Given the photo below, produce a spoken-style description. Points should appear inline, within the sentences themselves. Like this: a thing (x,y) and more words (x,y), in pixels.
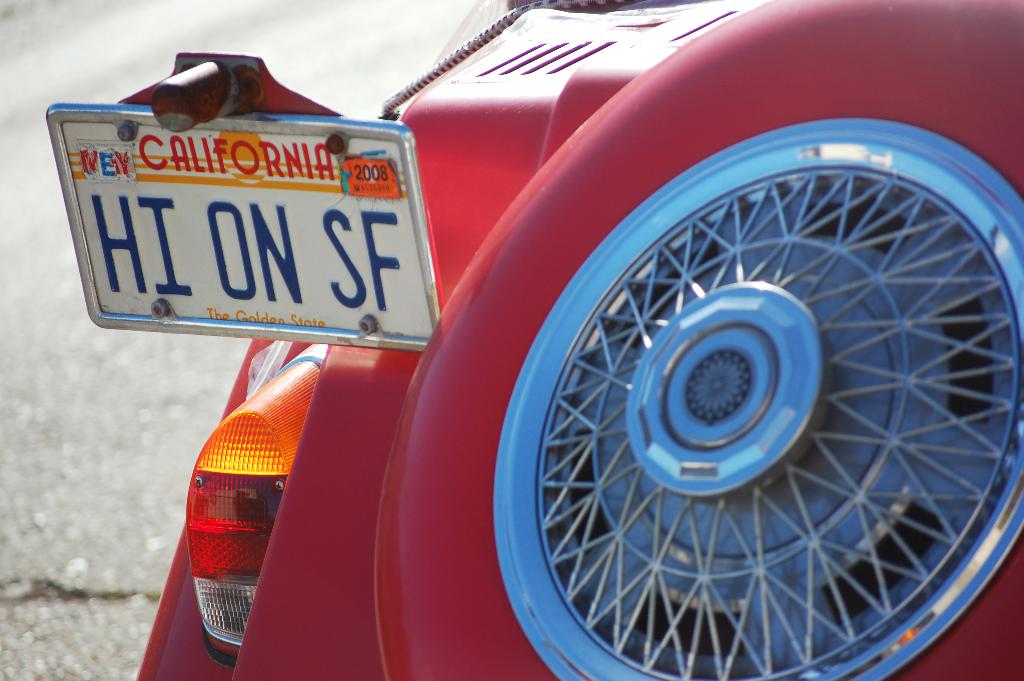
In this image we can see a red color object (451,227) and a board (336,139) on which some text (198,235) was written. On the right side of the image (769,428) we can see a wheel type of object (668,453).
